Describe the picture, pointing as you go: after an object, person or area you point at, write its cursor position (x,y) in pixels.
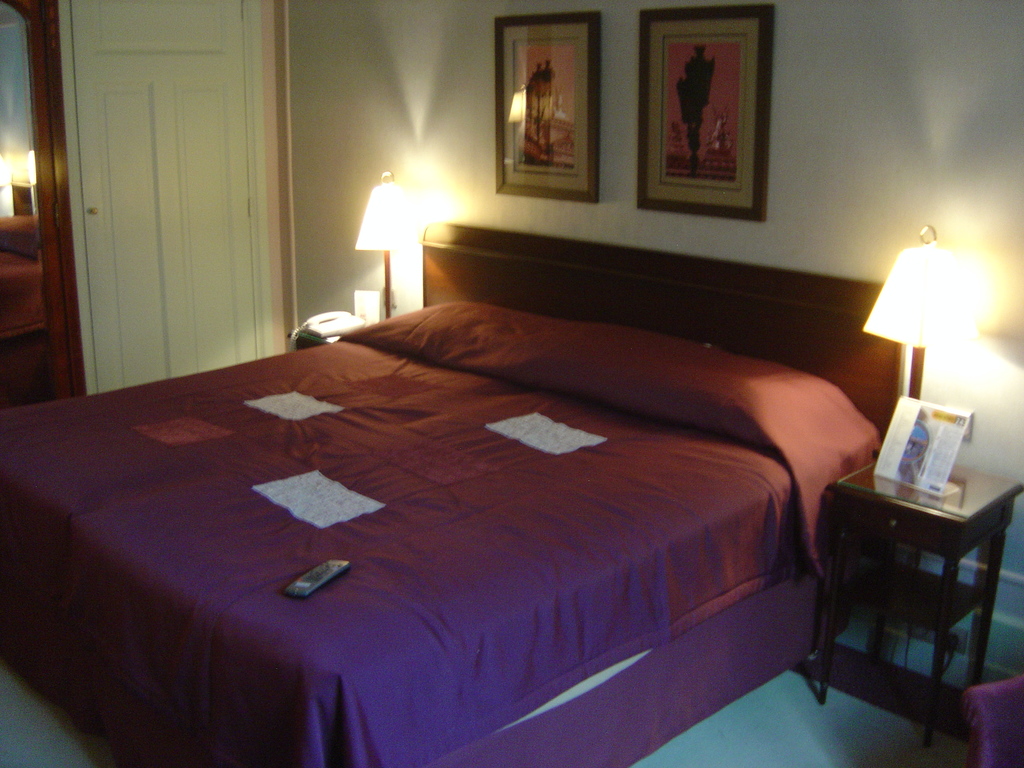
In this image I can see a bed (572,619) which is brown and white in color and I can see a remote control (342,563) which is black in color on the bed (296,607). I can see two lamps (947,311), the wall (877,80), two photo frames (687,91) attached to the wall (476,42), a table (894,536) with an object (940,453) on it, the white colored door (207,223) and a mirror (19,211) to the left side of the image (61,232).
